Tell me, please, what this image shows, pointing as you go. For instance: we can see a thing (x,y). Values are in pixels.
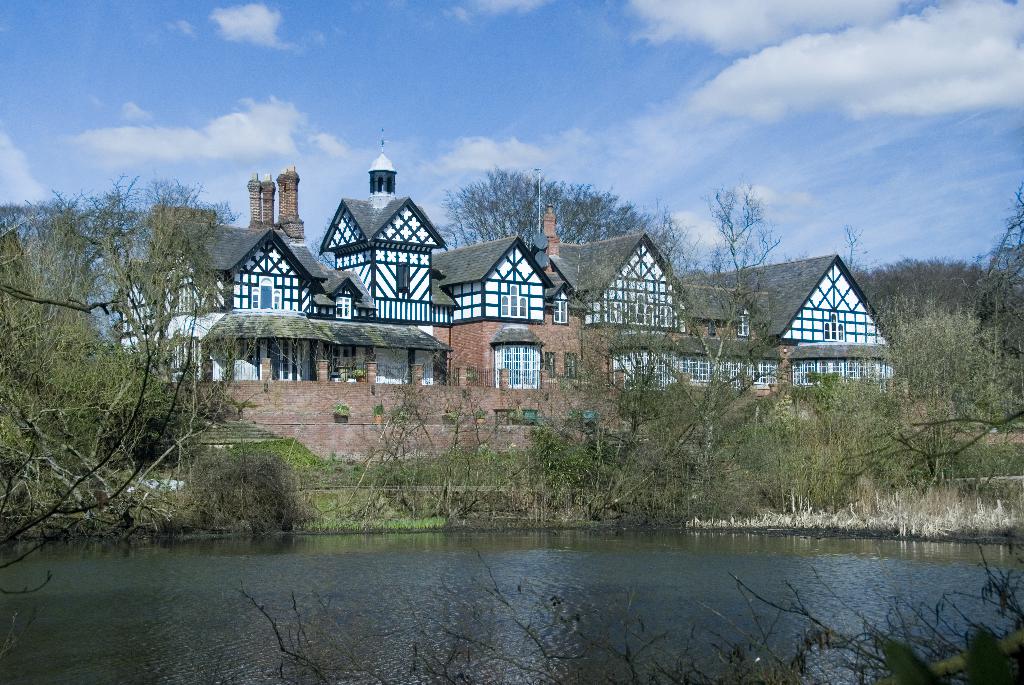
In this image I can see a building (393,282). There are plants (690,475), trees (43,347), there is grass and in the background (131,62) there is sky (131,62).
